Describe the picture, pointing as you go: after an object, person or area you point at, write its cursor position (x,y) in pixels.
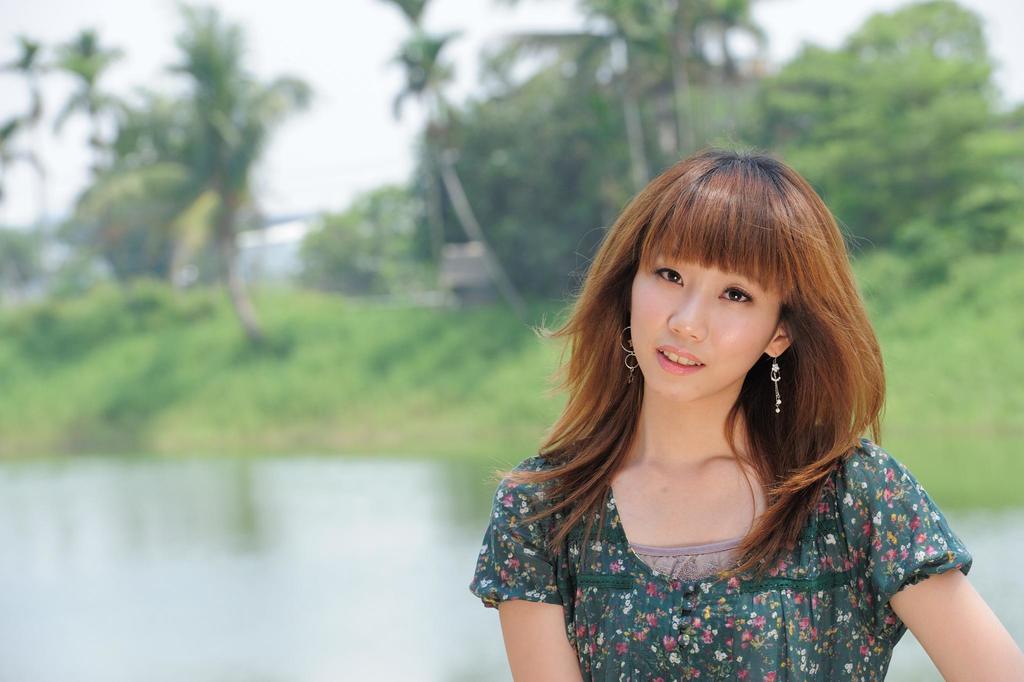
In this image I can see a person (812,525) is wearing green dress (829,577). Back I can see few trees (420,236) and the water (240,548).
